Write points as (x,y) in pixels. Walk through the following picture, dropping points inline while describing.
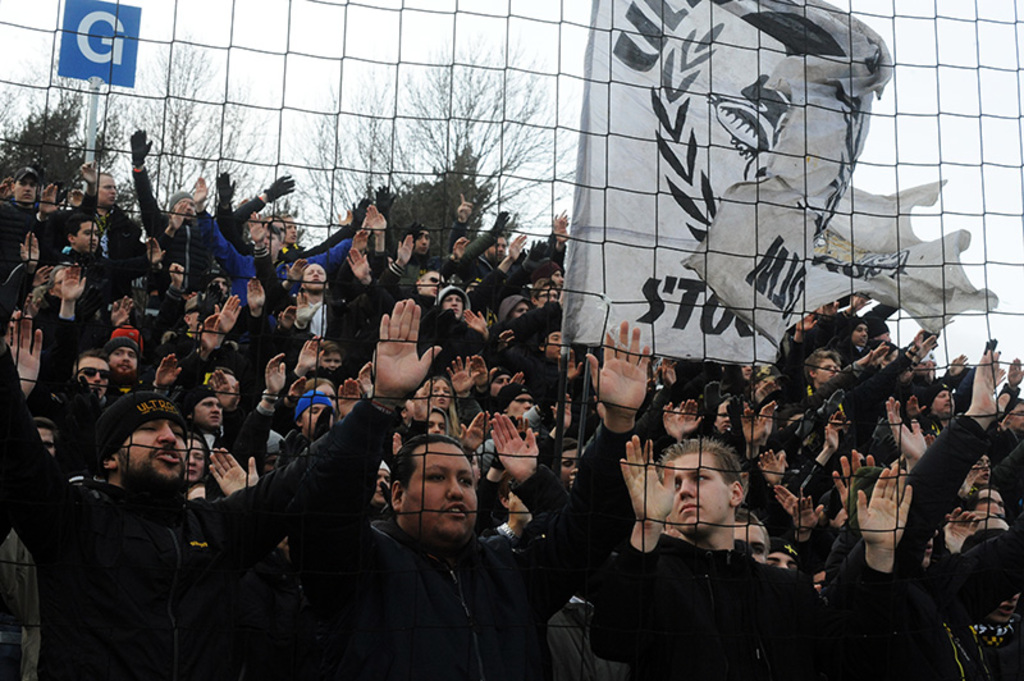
In this image, we can see people (266,406) standing and some are wearing caps (384,465). In the background (178,137), there are trees (140,118) and we can see a board (109,70) and a flag (720,207) and there is mesh (492,121).
